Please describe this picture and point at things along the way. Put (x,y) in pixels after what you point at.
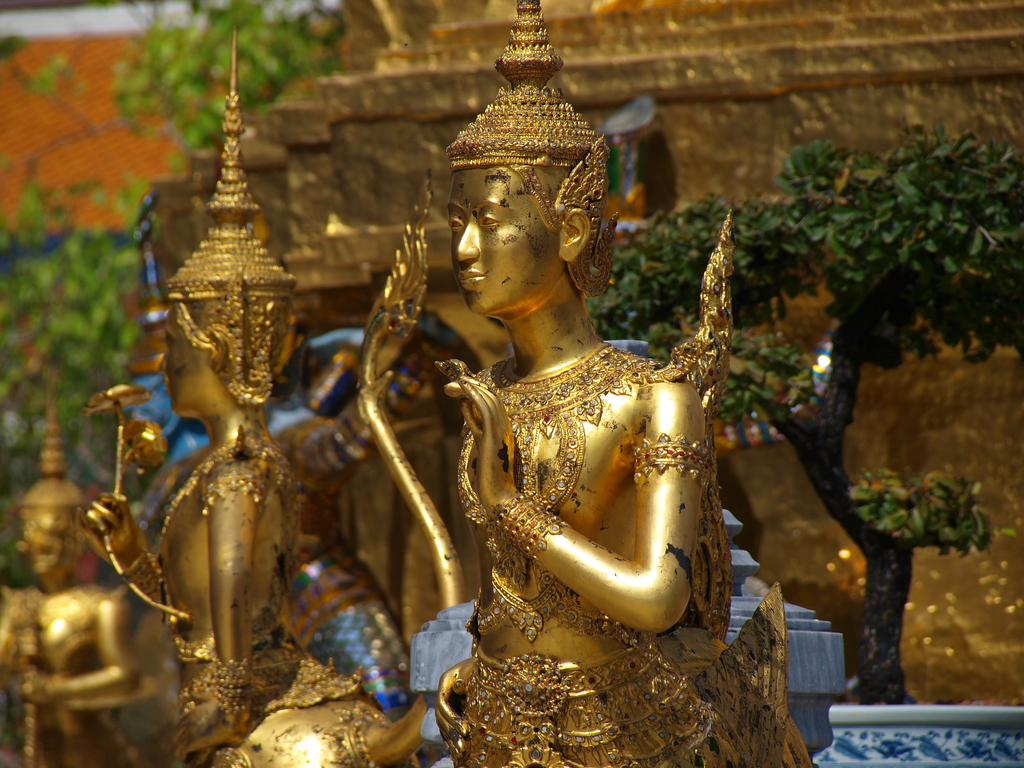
In the middle of this image (562,503), there is a golden color statue (539,332). Besides this statue (558,475), there is another golden color statue (221,367). On the right side (889,696), there is a tree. On the left side (83,705), there is another golden color statue (85,663). In the background (295,342), there are a statue (294,360), golden color wall (462,101) and orange color wall (130,155).
